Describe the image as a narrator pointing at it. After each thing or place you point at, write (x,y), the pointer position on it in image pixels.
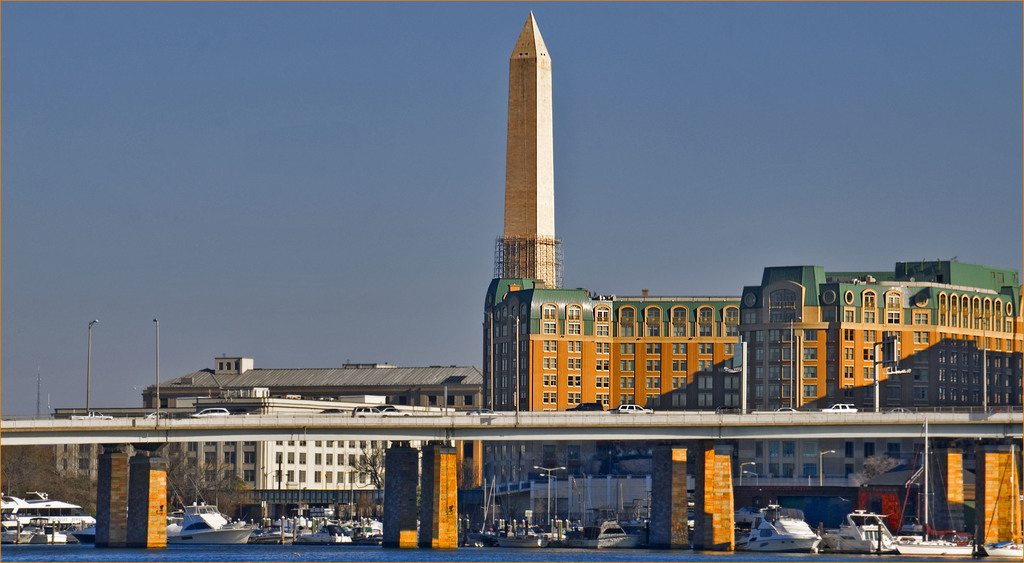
In this image we can see buildings (709,334) with windows (700,349), bridge (25,431), vehicles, boats (346,517), trees (172,482), light poles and in the background (198,190) we can see the sky (173,235).
